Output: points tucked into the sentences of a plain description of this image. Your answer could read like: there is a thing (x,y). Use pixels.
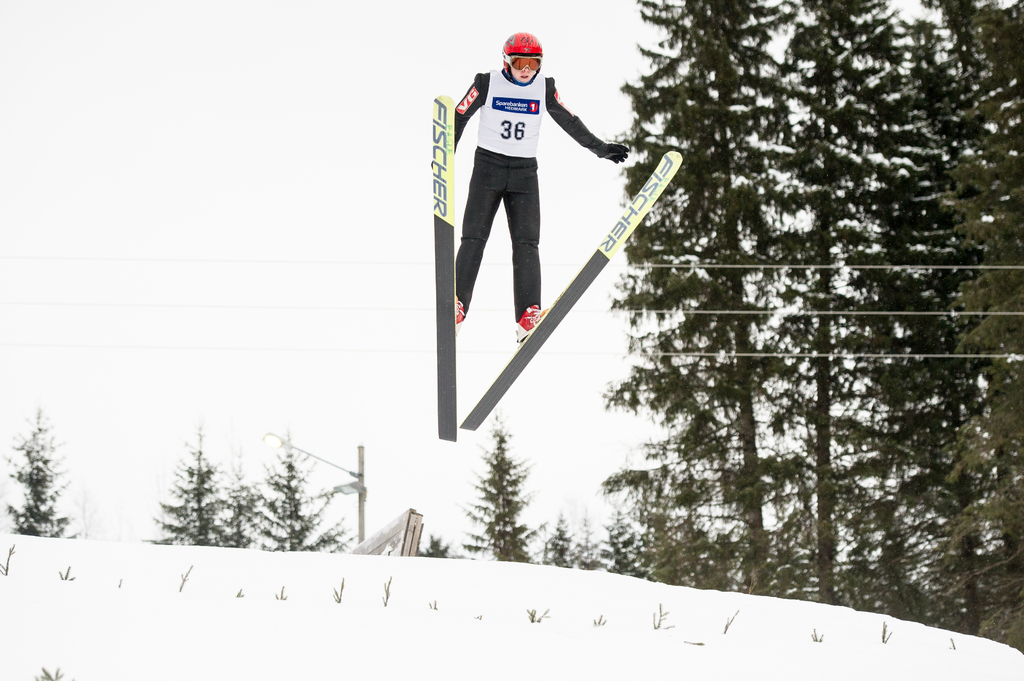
This person (504,78) is in the air, this person (520,218) wore white color coat (508,118) and black color trouser (492,188). At the bottom (495,610) there is snow (493,616), there are trees (968,108) in this image.
